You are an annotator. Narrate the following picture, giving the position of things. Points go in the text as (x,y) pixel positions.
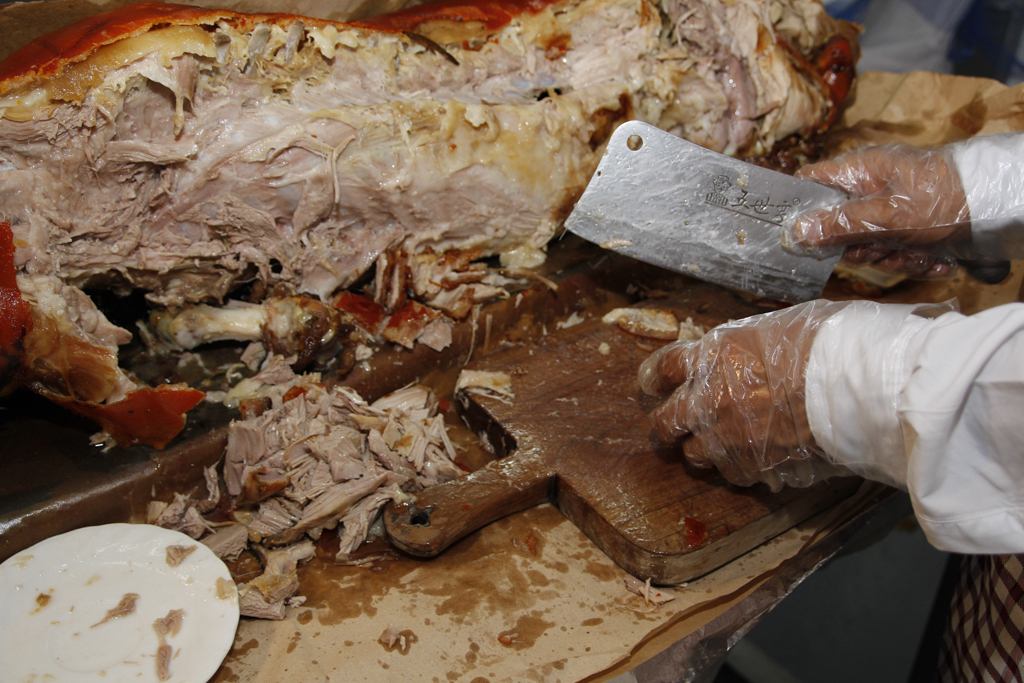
In this picture I can see the person's hand (759,405) who is wearing plastic cover gloves (857,210) and white dress (1002,342). He is holding a knife (707,197) and cutting the meat (286,467) into pieces (373,417). On the table (505,329) I can see the meat (346,309), plate (151,552) and cutting pad (580,506).
